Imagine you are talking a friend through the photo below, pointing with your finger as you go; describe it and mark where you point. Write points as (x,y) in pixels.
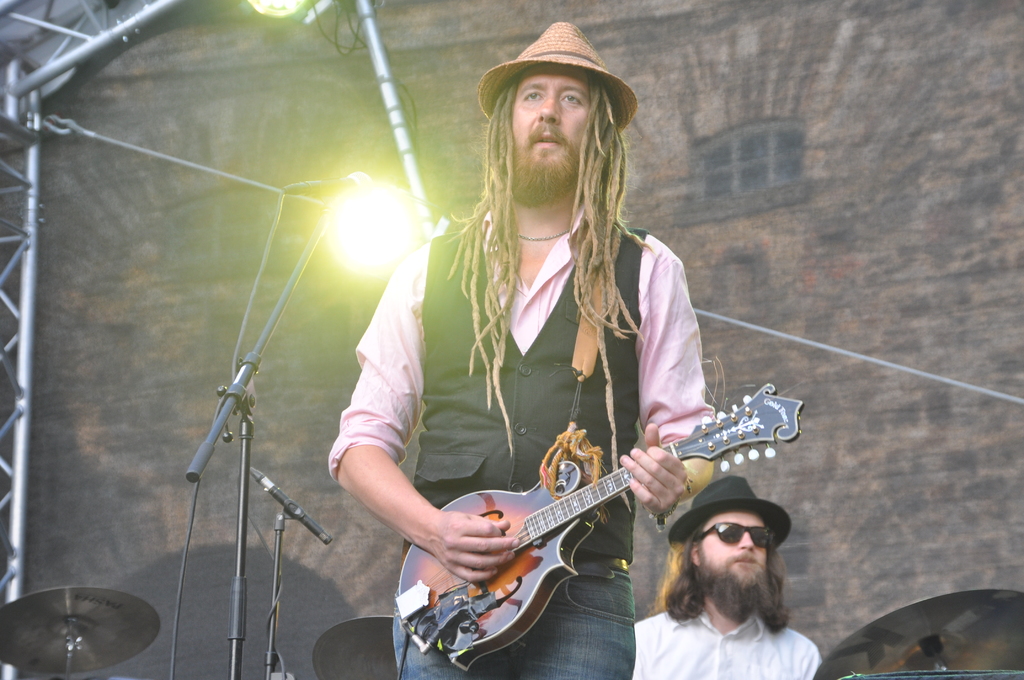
The man (488,271) in black jacket (471,411) is playing a mandolin (519,504) in front of mic (362,181). This is a focusing light (391,207) attached to a rod (401,121). This person (771,640) in white shirt (688,648) wore goggles (750,530) and hat (743,508).
